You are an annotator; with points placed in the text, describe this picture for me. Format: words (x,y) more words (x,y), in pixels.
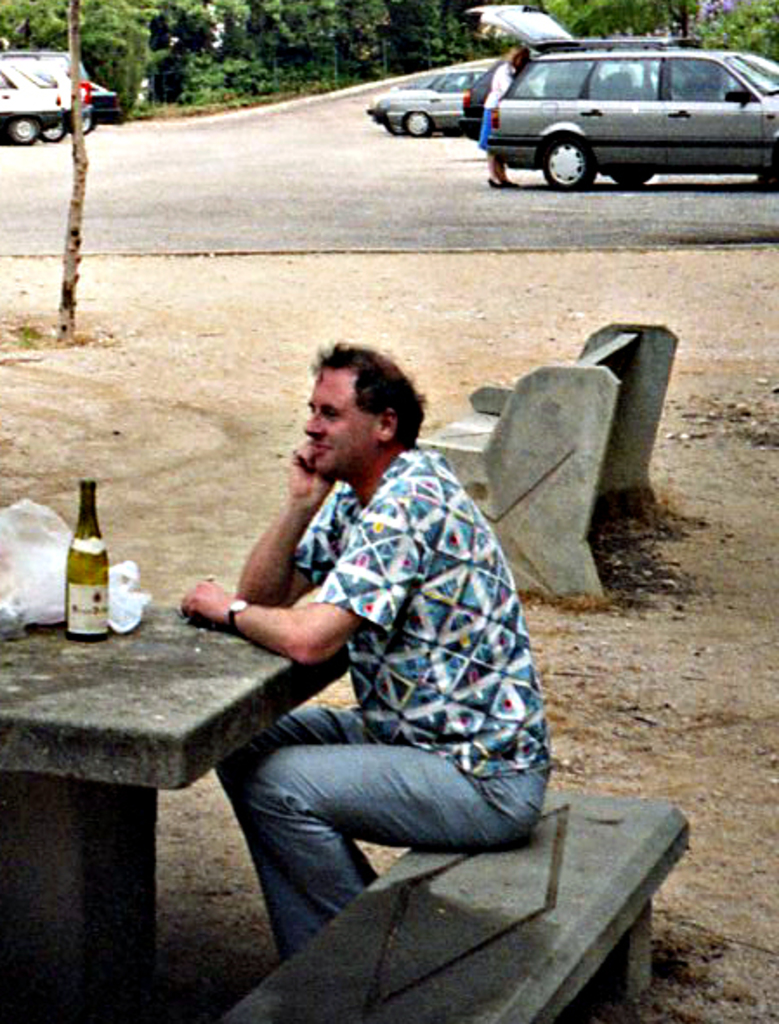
There is a man (311,437) sitting on the bench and a cover (138,603) and a bottle (96,569) is placed on the table (138,667). An empty chair (557,466) is located in the right side of the image (543,424). In the background (582,150) there are many cars (461,117) placed on the both sides. A lady (507,76) who has opened her trunk (524,27) of the car (554,114).
